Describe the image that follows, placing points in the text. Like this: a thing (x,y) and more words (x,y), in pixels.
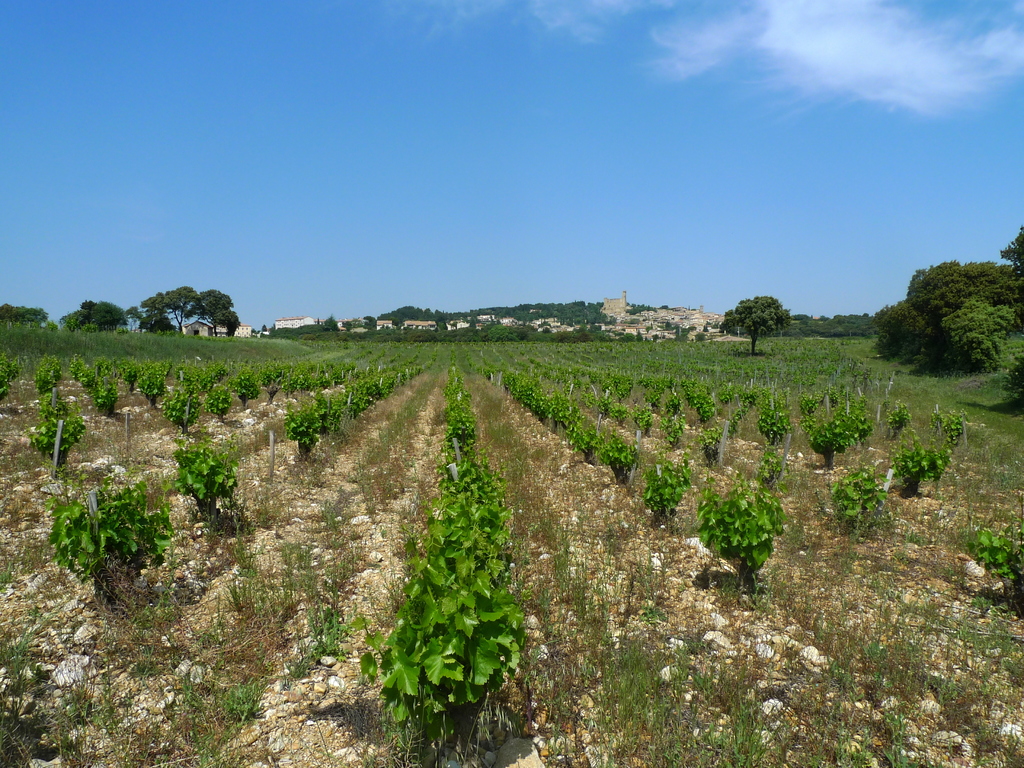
In the foreground of the picture (316,383) there is a field (855,364), in the field (611,675) there are plants (758,359), grass (550,567) and stones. In the background (541,322) there are trees (766,312), buildings (547,320) and other objects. Sky (529,191) is clear and it is sunny.
